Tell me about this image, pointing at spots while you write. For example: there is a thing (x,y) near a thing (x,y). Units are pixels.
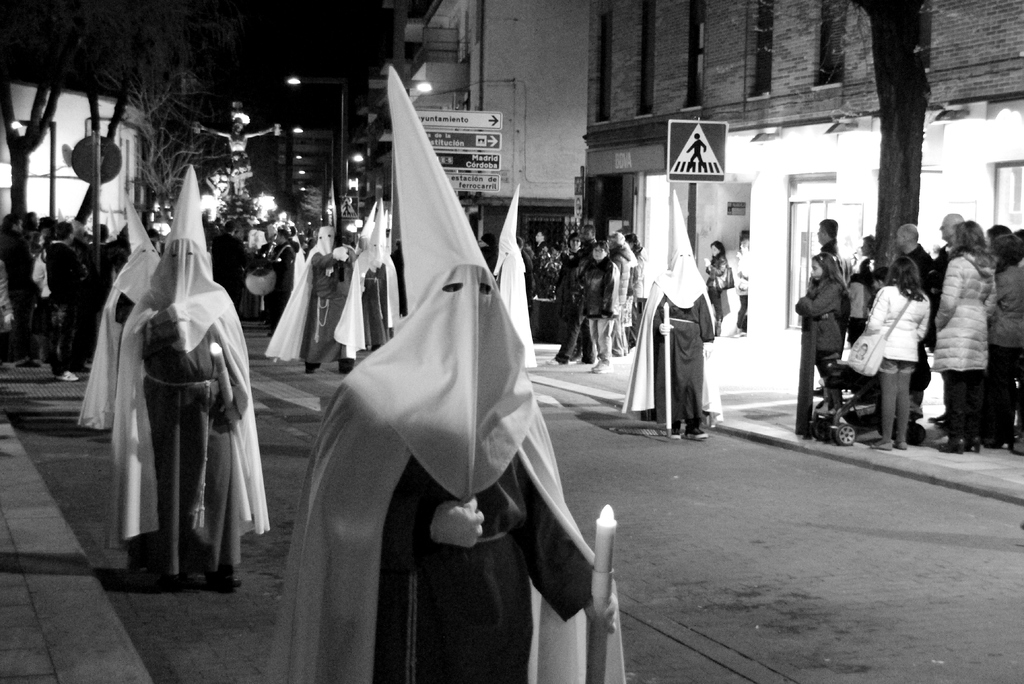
In this image I can see group of people (439,382) standing and wearing different color clothes (423,196). In front I can see few boards (708,153), buildings (472,82), lights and I can also see few trees (136,104) and the image is in black and white.
